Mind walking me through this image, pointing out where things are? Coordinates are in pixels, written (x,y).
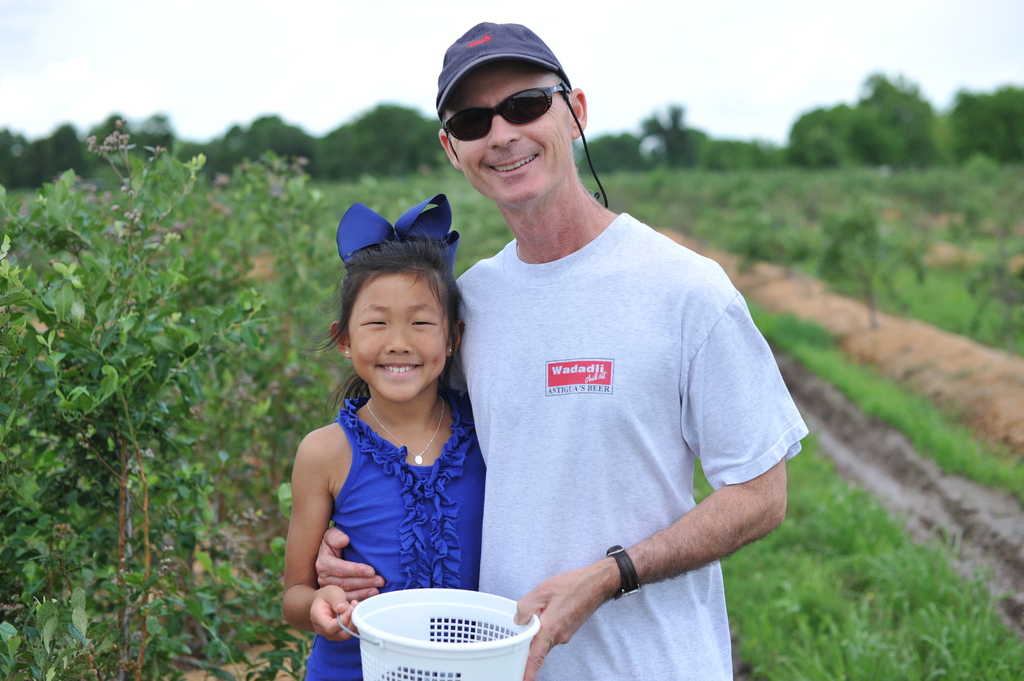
In this picture there are two persons (569,331) standing and smiling and holding the object (379,648). At the back (952,91) there are trees (865,155). At the top (382,17) there is sky (349,23). At the bottom (929,487) there are plants (82,604) and there is mud (890,453) and there is grass (887,586).
